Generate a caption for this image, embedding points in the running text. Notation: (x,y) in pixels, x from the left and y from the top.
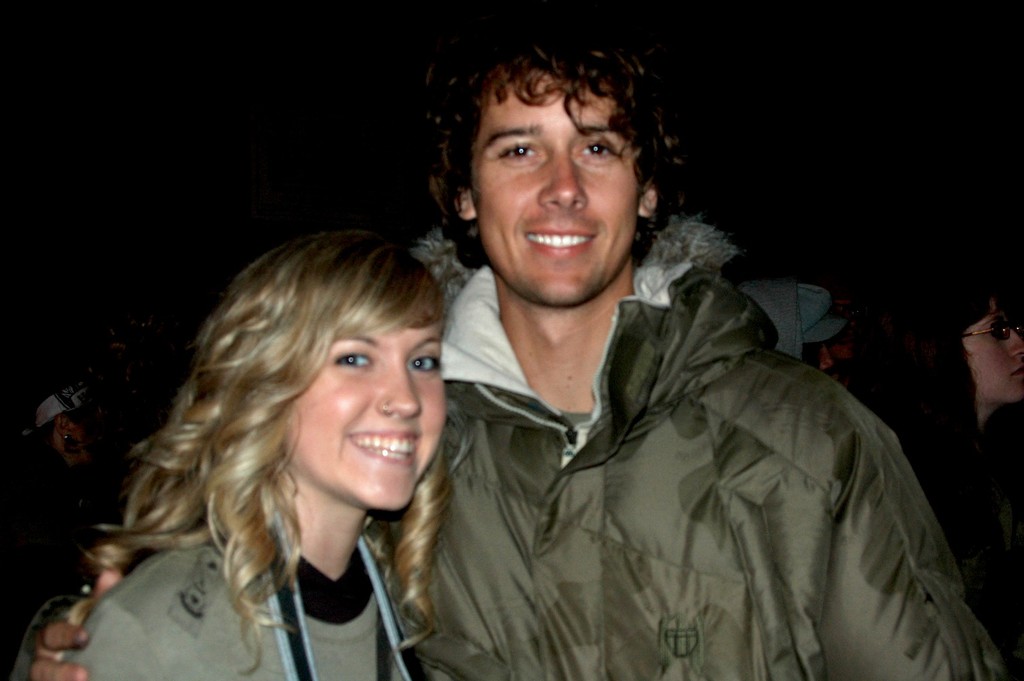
In this image there is a man (533,533) and a woman (327,623) they are wearing sweaters (443,579) and giving a pose for a photograph, in the background (820,352) there are people (919,341).
